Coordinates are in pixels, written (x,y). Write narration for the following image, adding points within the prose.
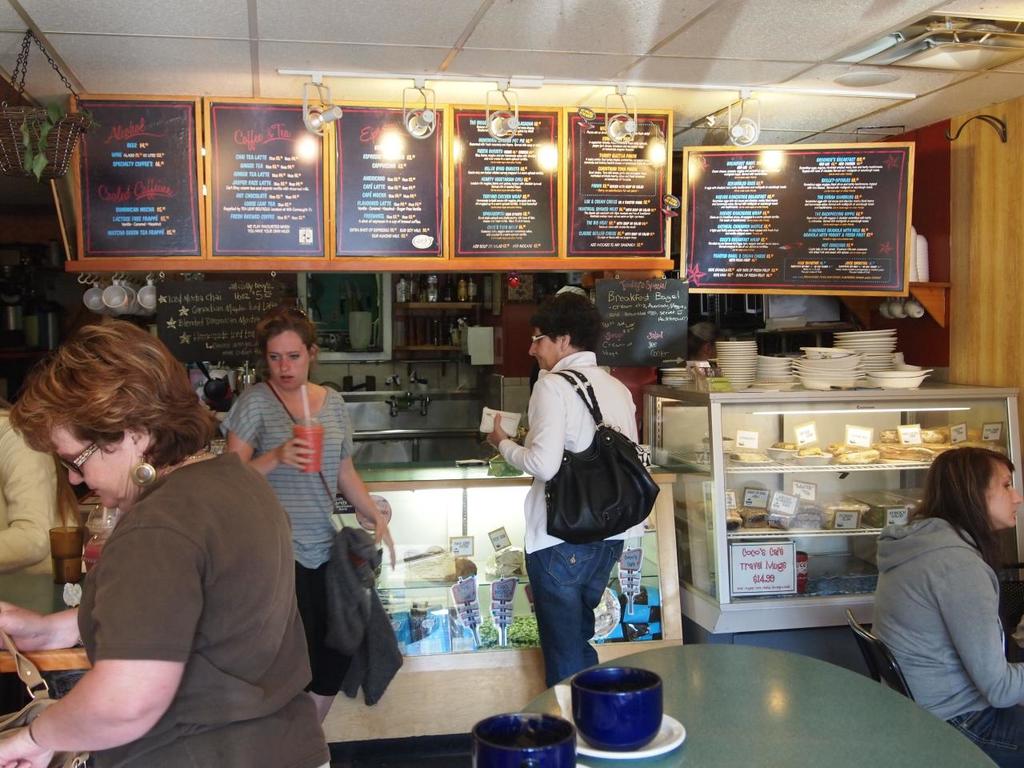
Few people (272,438) are standing and a woman (973,554) is sitting in a coffee shop (787,454).
